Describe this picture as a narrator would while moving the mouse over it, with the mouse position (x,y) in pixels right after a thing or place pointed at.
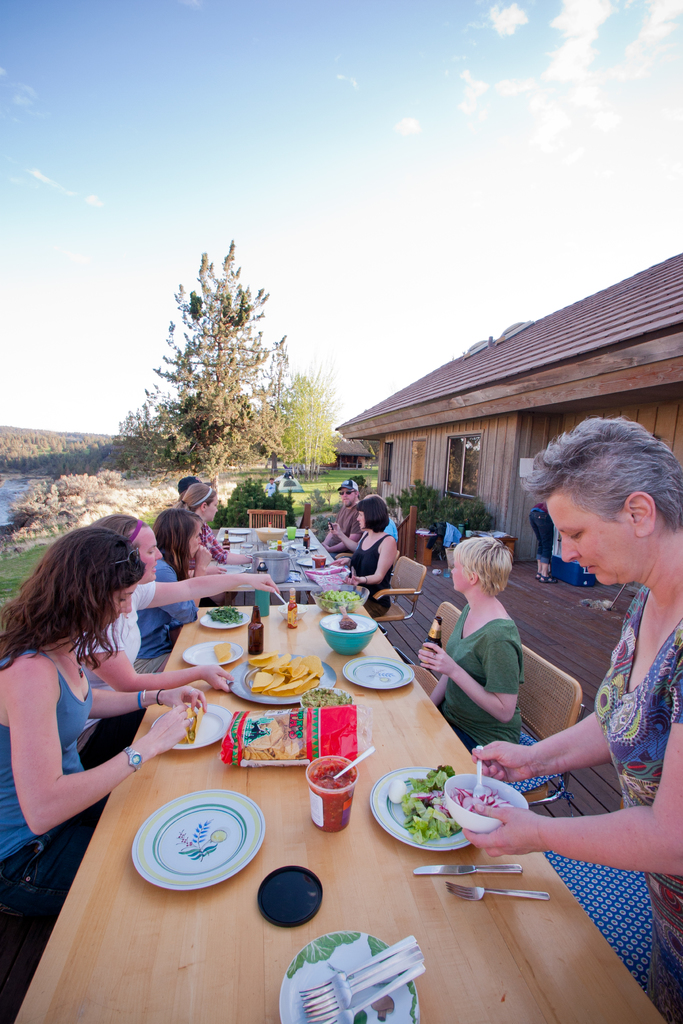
In this image, In the middle (318,626) there is a table (259,1000) which is in yellow color and there are some plates (180,837) and spoons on the table (513,921) and there are some food items (311,696) and there are some people (136,677) sitting on the chairs (584,864) around the table (483,949) and in the background (394,407) there is a building (528,372) in brown color, There is a tree (214,381) which is in green color, The sky (240,215) is cloudy and in blue and white color.
